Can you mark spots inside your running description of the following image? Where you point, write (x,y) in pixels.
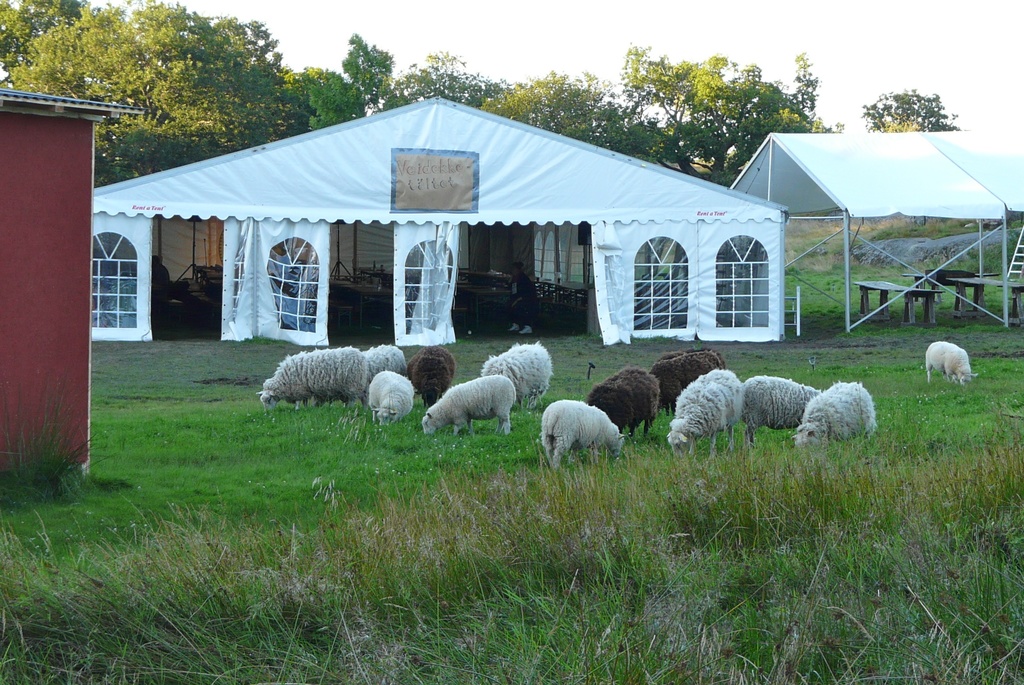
In this picture I can see sheeps (422,403), there is grass (862,494), there are tables (1016,298), tents (402,118), there are trees (348,90), and in the background (575,61) there is sky (966,95).
